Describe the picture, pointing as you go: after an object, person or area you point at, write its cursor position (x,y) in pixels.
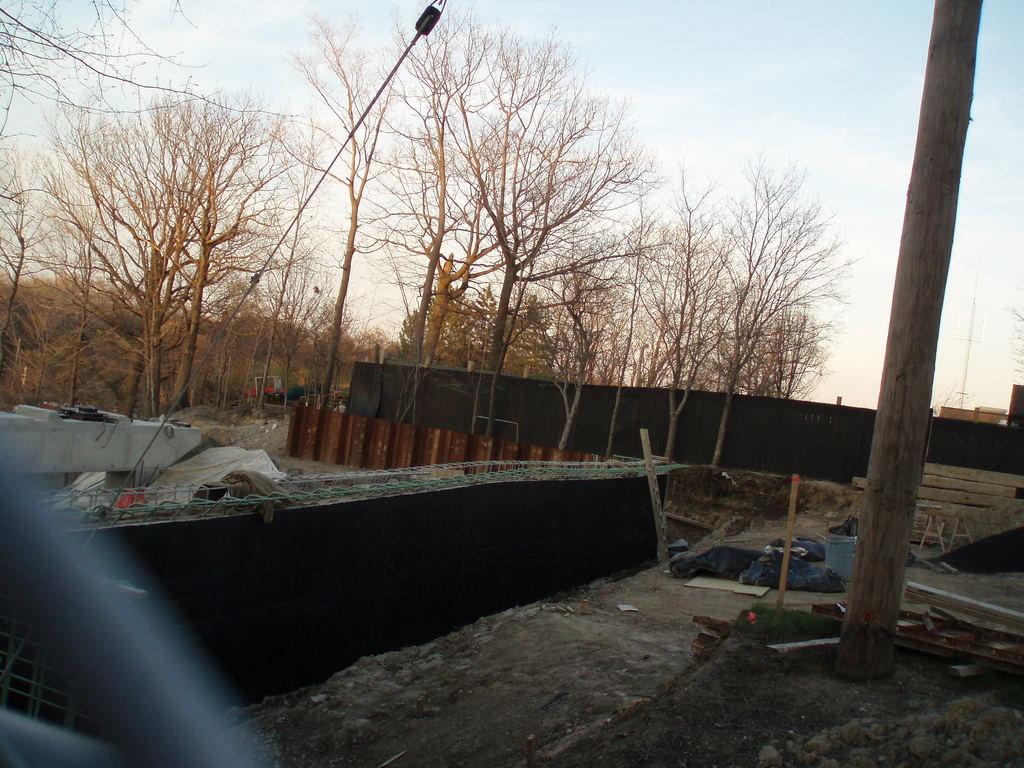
This picture is clicked outside. In the center (429,453) we can see wooden the poles (892,484), metal objects (368,448) and many other objects (396,567). In the background (874,68) we can see the sky (687,16), trees (184,396) and the some other objects (957,433).
